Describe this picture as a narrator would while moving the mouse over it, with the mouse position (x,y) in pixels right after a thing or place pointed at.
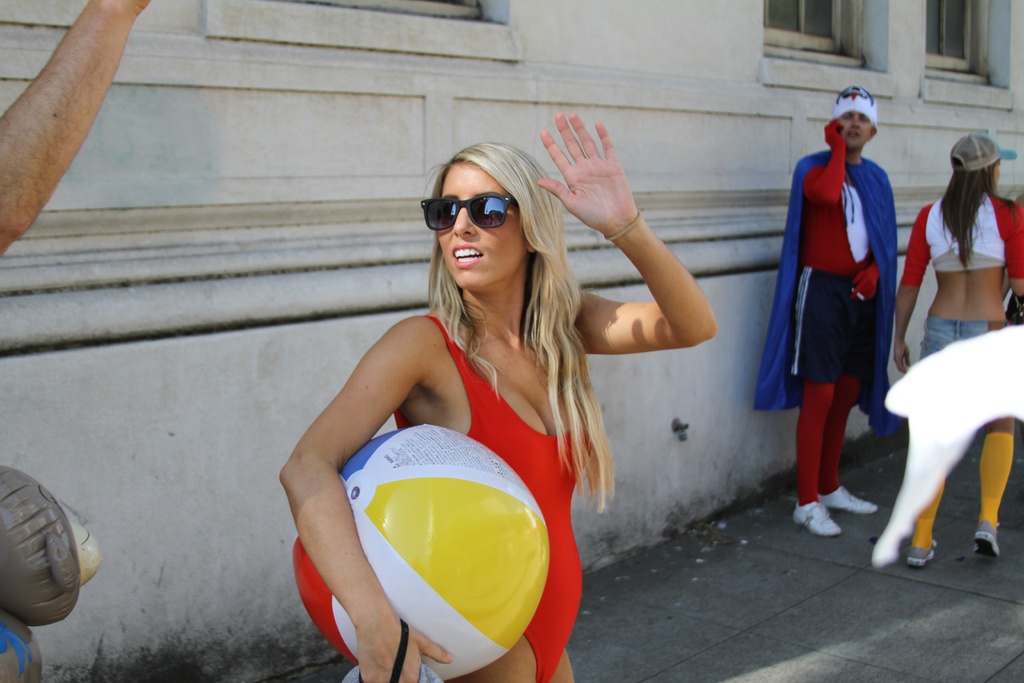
In the background (677,80) we can see the wall (676,123) and windows (943,22). In this picture we can see the people (698,323) and objects (968,362). On the left side of the picture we can see a person's hand (13,182). We can see a woman (457,196) wearing goggles (447,204) and she is holding a ball (435,544). On the right side of the picture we can see a woman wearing a cap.
